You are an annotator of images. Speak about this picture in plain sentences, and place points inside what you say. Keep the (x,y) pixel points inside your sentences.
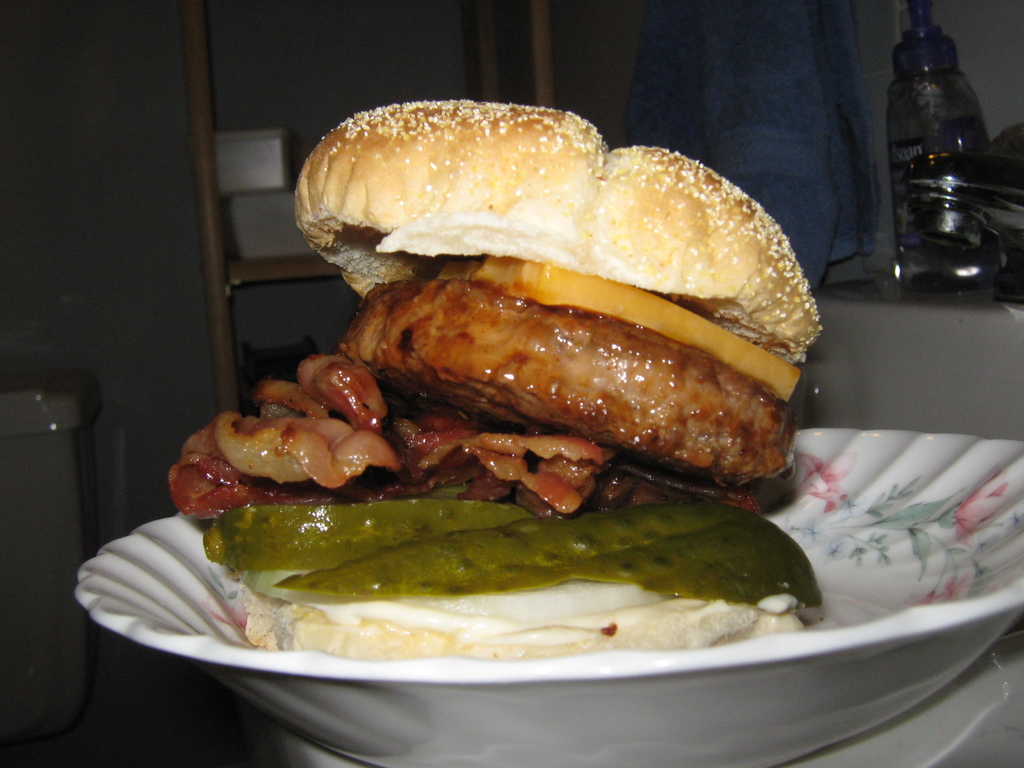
In the middle of the picture (587,348), we see a sandwich (398,423), which is placed in the white bowl (940,540). This bowl (893,642) is placed on the white table (1014,726). On the right side (859,339), we see a sink (926,339) on which tap (982,232) and soap bottle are placed. In the background (582,58), we see a white wall (369,50) and a wooden ladder (214,205). On the left side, we see something in white color.
